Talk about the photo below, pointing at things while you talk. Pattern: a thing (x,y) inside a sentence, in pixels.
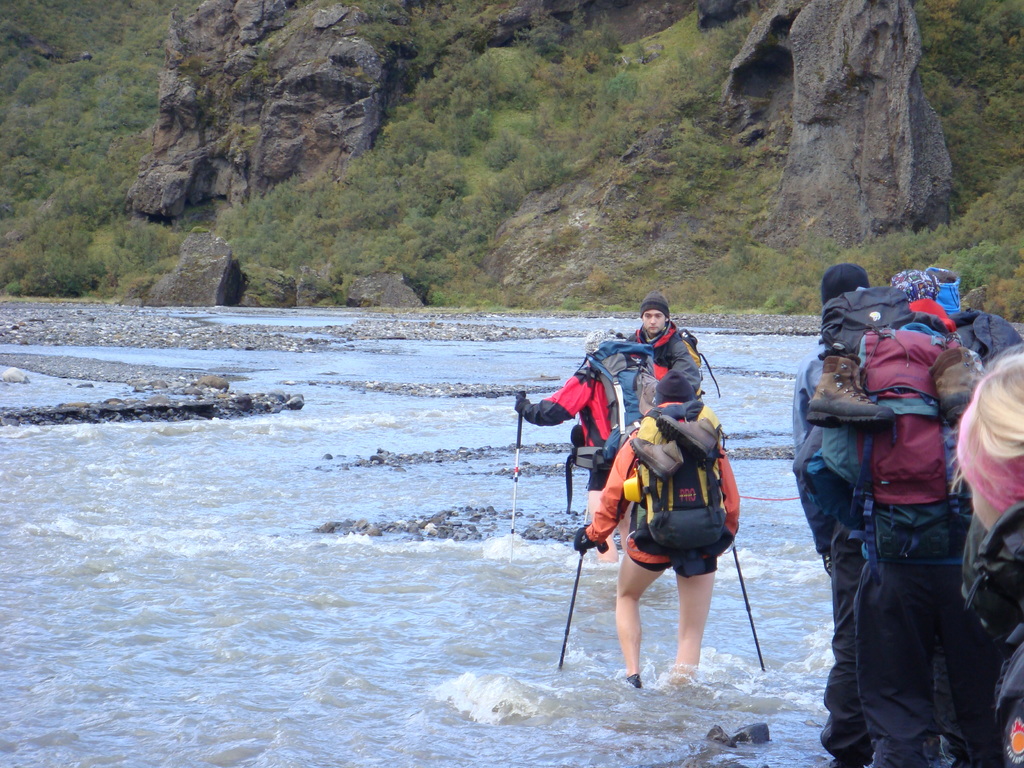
In this picture there is a woman (692,584) who is wearing orange jacket (610,502), short (689,569), shoe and gloves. She is holding two black sticks (734,551). She is standing on the water (625,720). In front of her there are two persons (675,362) were standing on the stones (472,533). On the right (918,599) I can see the group of persons (986,490) who are wearing the jacket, trouser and shoe (865,409). And they are holding the bags (921,381). In the background (334,248) I can see the stone mountain (319,67) and plants (689,170). On the left (297,522) I can see the water flow (243,543).
